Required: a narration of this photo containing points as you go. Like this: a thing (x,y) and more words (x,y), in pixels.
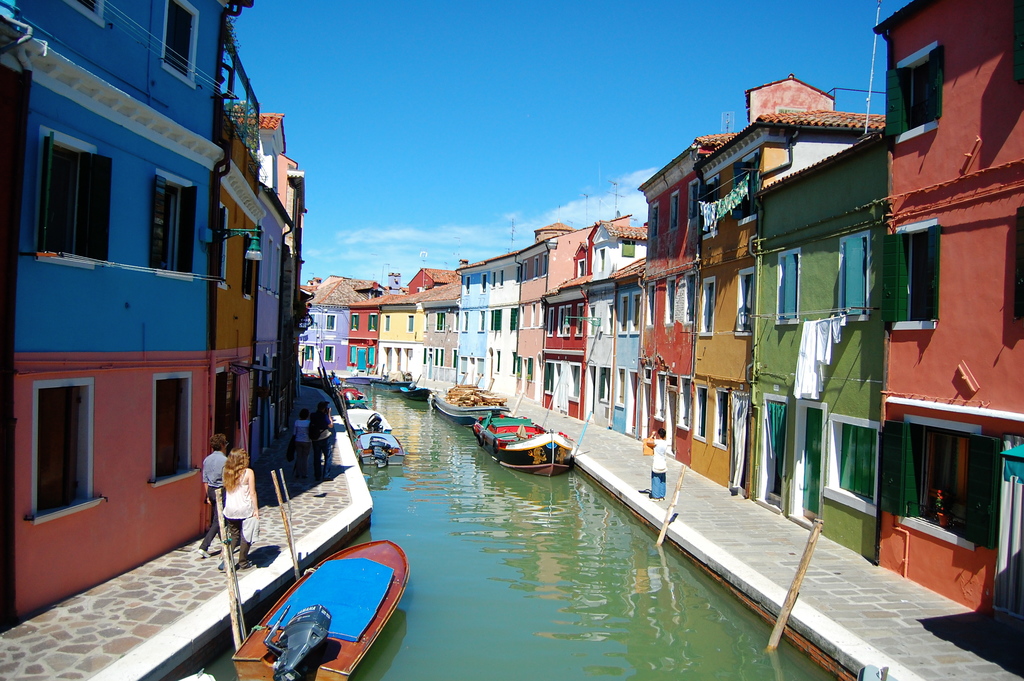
In this image I can see few boats (392,580) on the water (705,592), I can also see few persons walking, buildings (838,533) in multi color and the sky (517,194) is in blue color.
